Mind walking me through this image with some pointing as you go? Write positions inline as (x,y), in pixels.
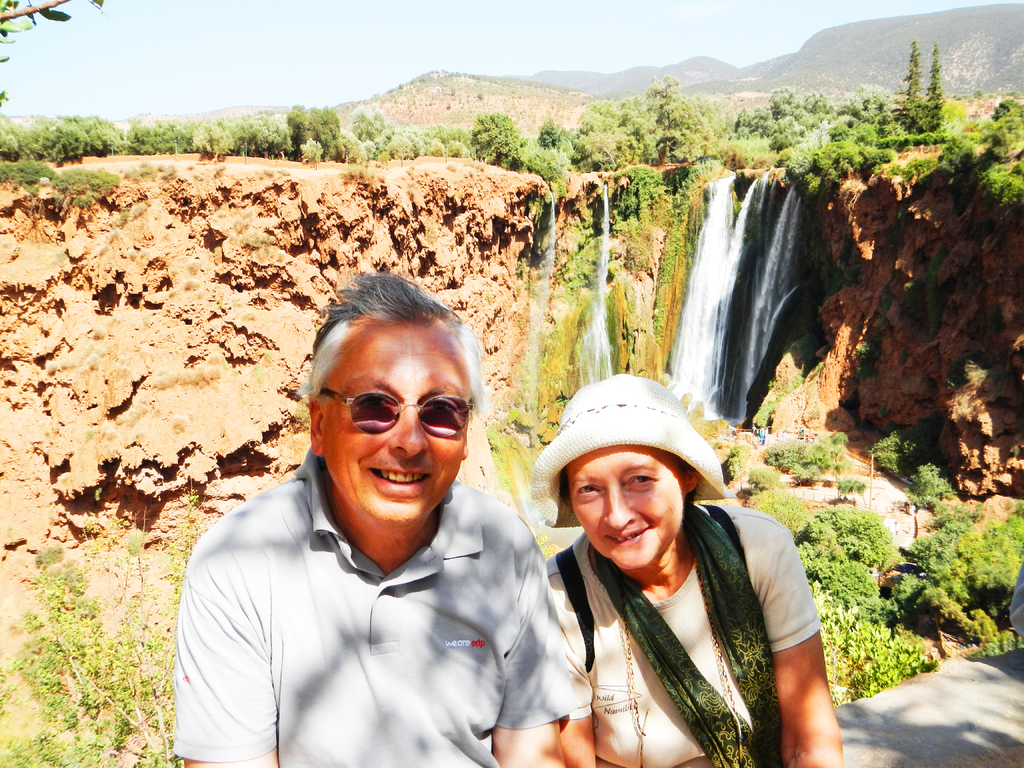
In the background (446,2) we can see the sky (883,6) and it seems like a sunny day. In this picture we can see hills (1005,80), trees (479,122), plants (1008,131), water falls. We can see a man (419,371) wearing goggles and a woman (691,427) wore hat (694,428) and a scarf (767,728). They both are smiling.
